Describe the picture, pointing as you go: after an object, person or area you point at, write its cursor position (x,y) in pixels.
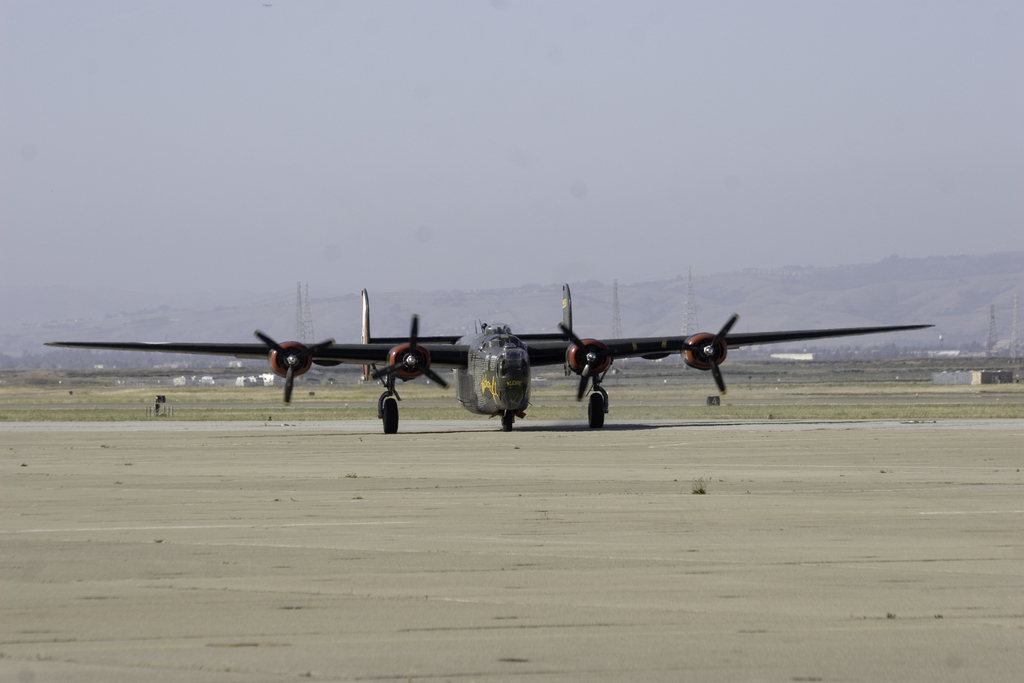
In this picture there is an aircraft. At the back (921,333) there are buildings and there are towers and there are mountains (393,317) and trees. At the top (410,104) there is sky (320,109). At the bottom (488,616) there is grass (33,395) and there is a road (569,523).
